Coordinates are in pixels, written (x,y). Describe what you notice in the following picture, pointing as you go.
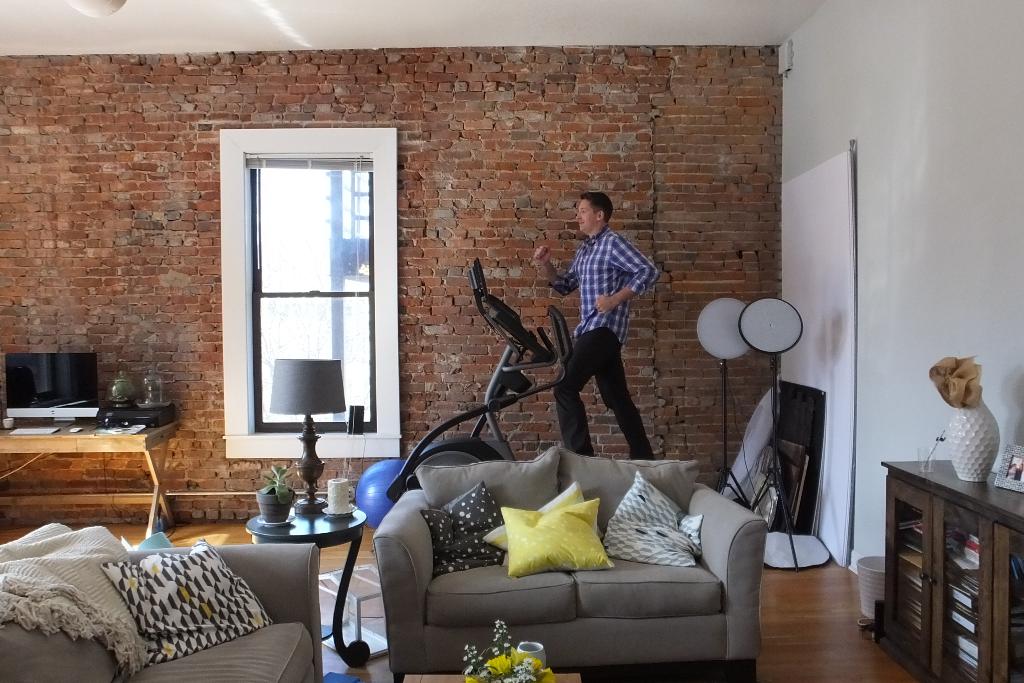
This person (597,317) is running on an elliptical (497,438). This are couches (189,667) with pillows (193,629). On this table (123,439) there is a monitor (69,387) and electronic device (114,410). On this table (328,524) there is a plant (268,502) and lantern lamp (305,429). This is a shelf (907,533) filled with things (963,588) and books (960,606). A vase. Photo (1015,461) with photo frame (1012,467). Bin (878,577) on floor (819,612). Wall (694,139) with bricks (564,145). Ball (393,475). Window (366,198).
